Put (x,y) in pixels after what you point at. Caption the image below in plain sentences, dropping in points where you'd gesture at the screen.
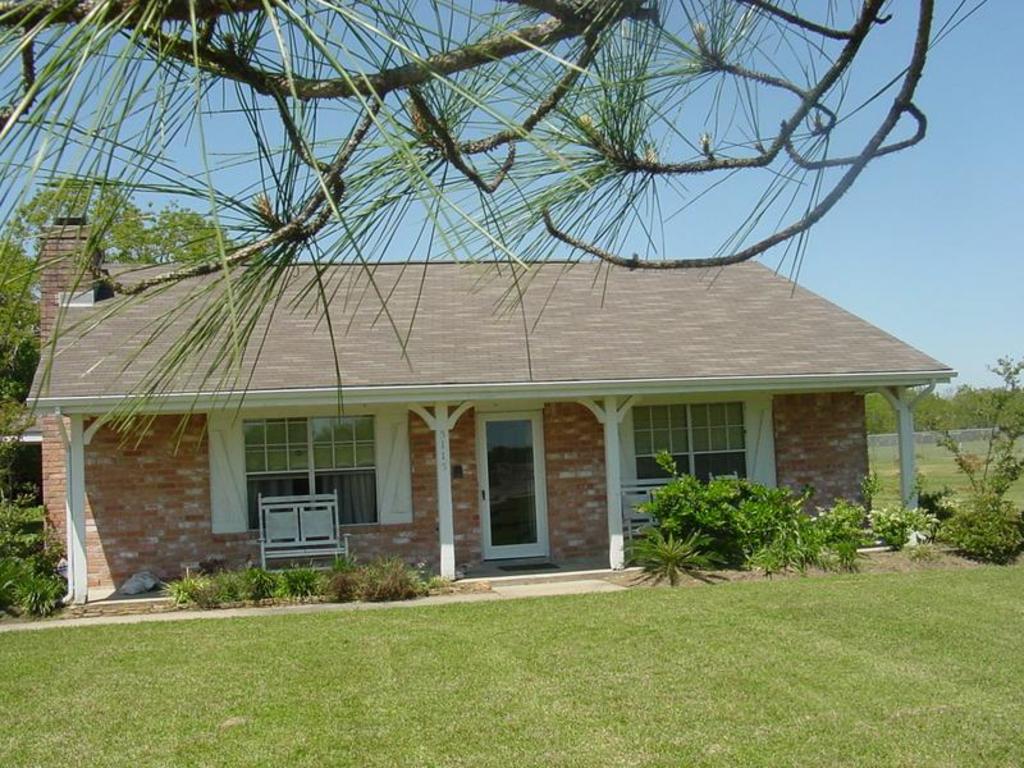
In this image, in the middle (419,430), we can see a house (248,458), glass window (346,487), bench (302,542), door (537,524). On the right side (1013,369), of the image, we can see some trees (930,408) and plants (987,503). On the left side of the image (11,302), we can also see some trees (14,322) and plants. At the top (241,117), we can see a sky (250,145) and a tree (597,113). At the bottom (589,627), we can see some plants (801,562) and a grass (312,653).
